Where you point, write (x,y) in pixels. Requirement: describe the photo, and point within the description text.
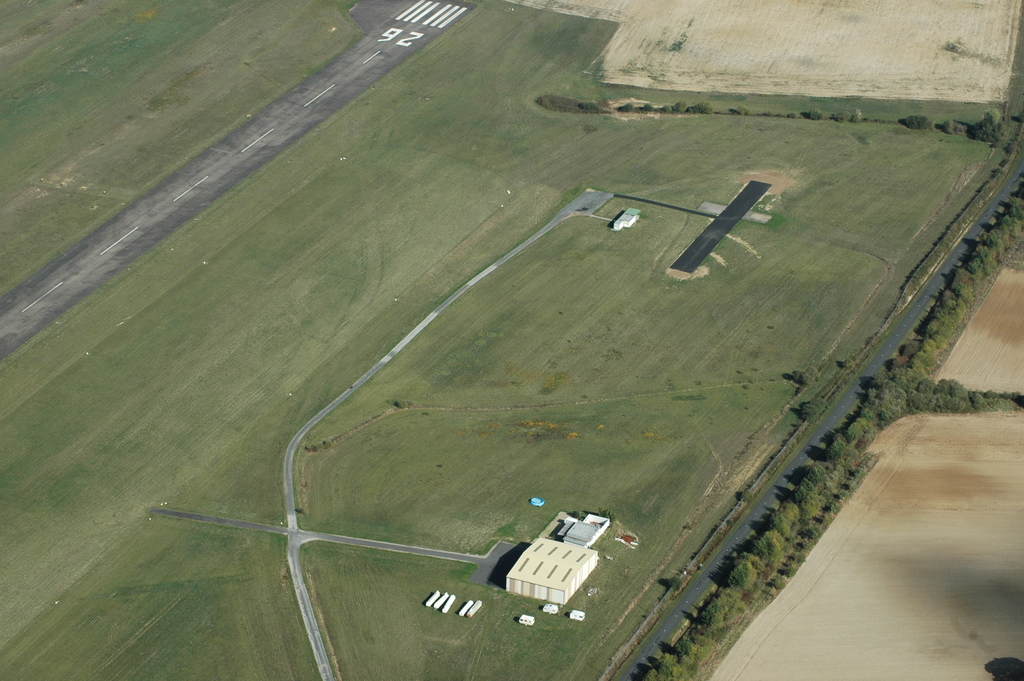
In this image we can see ground (788,425), roads (630,678), trees (875,426), building (556,566), and other objects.
